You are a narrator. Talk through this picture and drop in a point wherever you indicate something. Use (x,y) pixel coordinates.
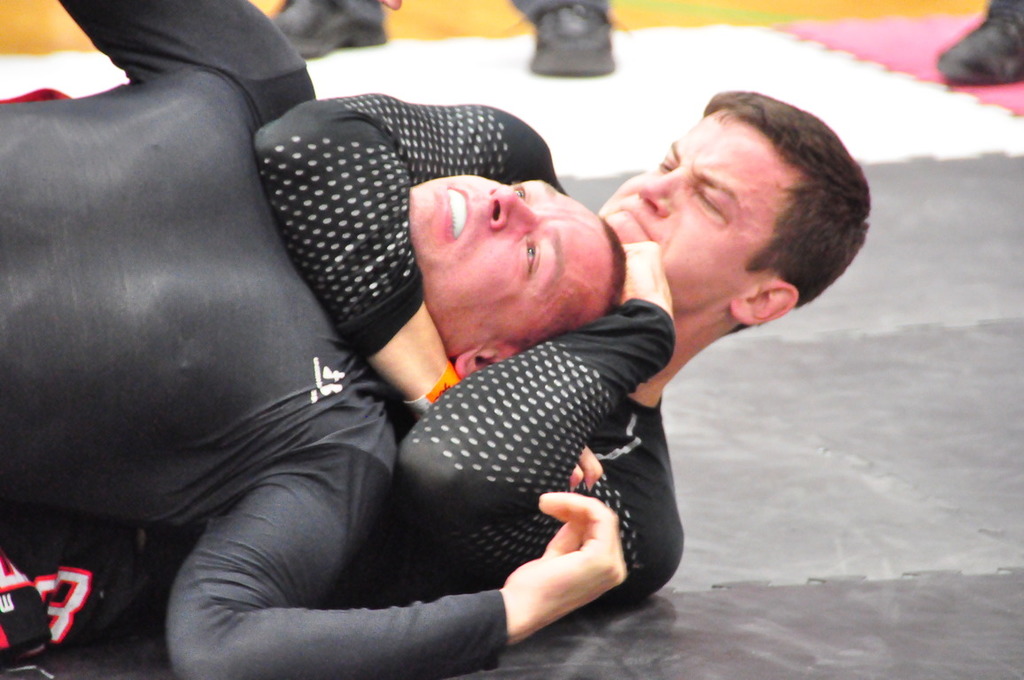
In this image we can see two persons (533,308) fighting on the floor (425,47) and also we can see some person's legs (568,45).
